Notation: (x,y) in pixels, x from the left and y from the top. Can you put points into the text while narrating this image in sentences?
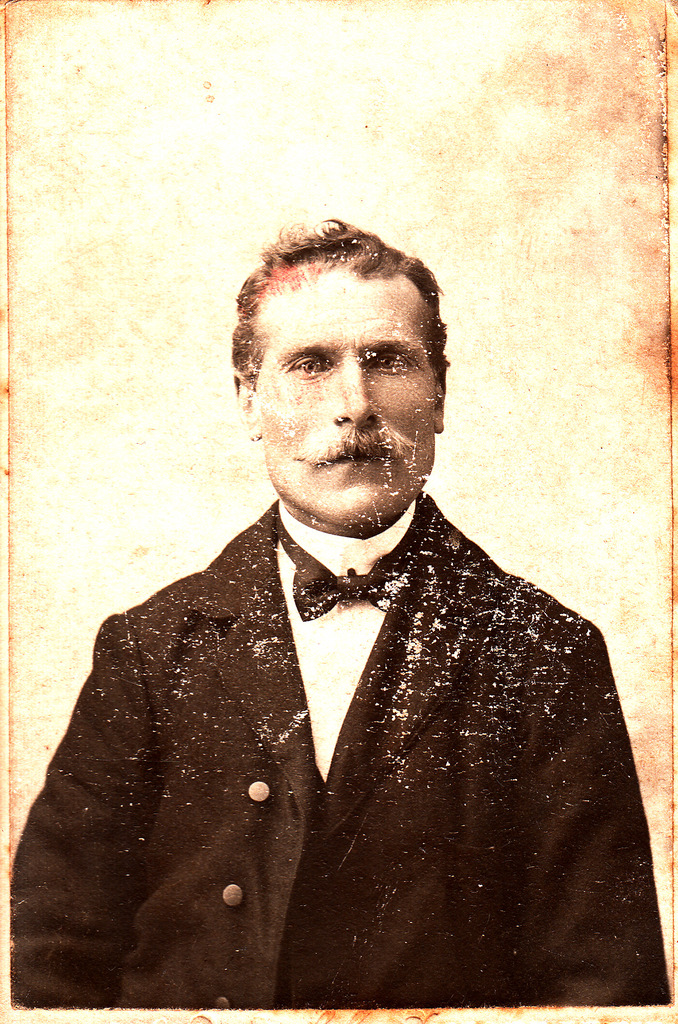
In this picture we can see a person (329,278) wearing a blazer (466,832) and a bow tie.
